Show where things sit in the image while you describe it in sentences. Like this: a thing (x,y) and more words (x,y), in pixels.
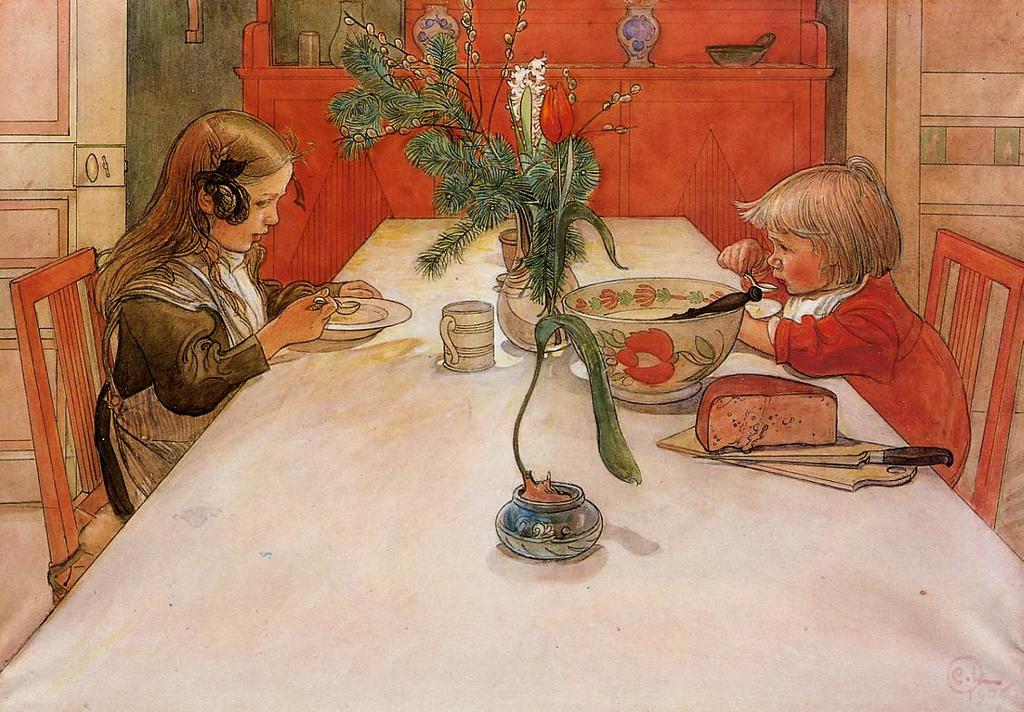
In this picture we can see an art (459,310), in the art (401,316) we can find two kids (847,292), they are sitting on the chairs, in front of them we can see flower vases (560,333), knife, cup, bowl (619,393) and other things (774,415) on the table (389,351).
